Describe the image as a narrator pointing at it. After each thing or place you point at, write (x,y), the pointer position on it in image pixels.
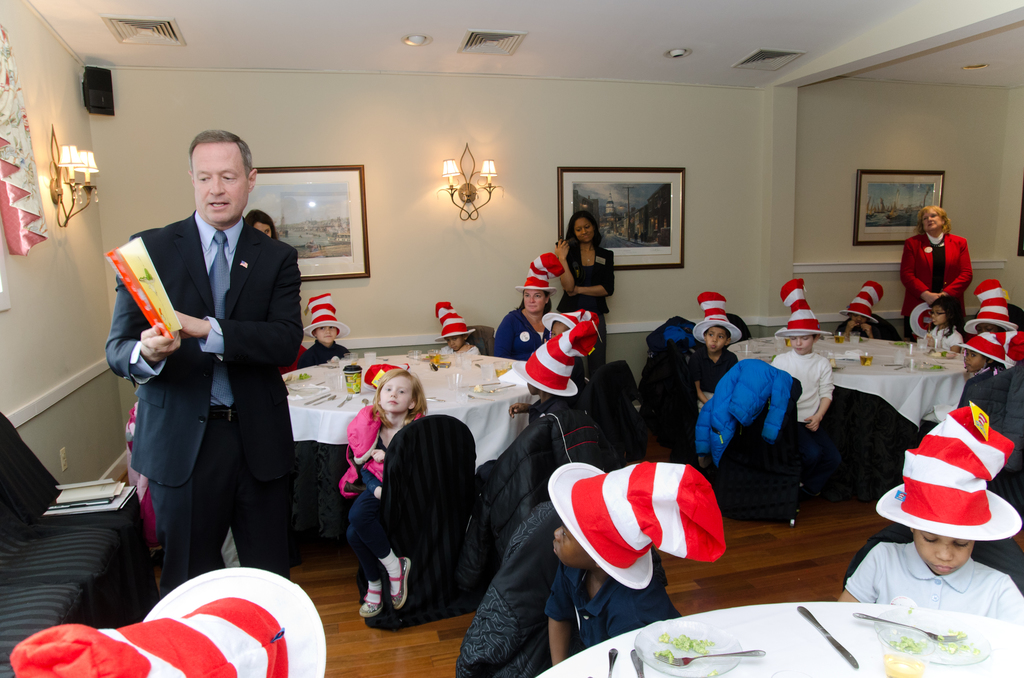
Here we can see few children (980,317) are sitting on the chairs (1023,570) and there are four persons (245,377) standing on the floor (330,552). He is holding a book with his hands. This is floor (385,647) and there are chairs (100,555). In the background (3,164) we can see a curtain (12,187), lights (84,180), frames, and a wall (552,110).
